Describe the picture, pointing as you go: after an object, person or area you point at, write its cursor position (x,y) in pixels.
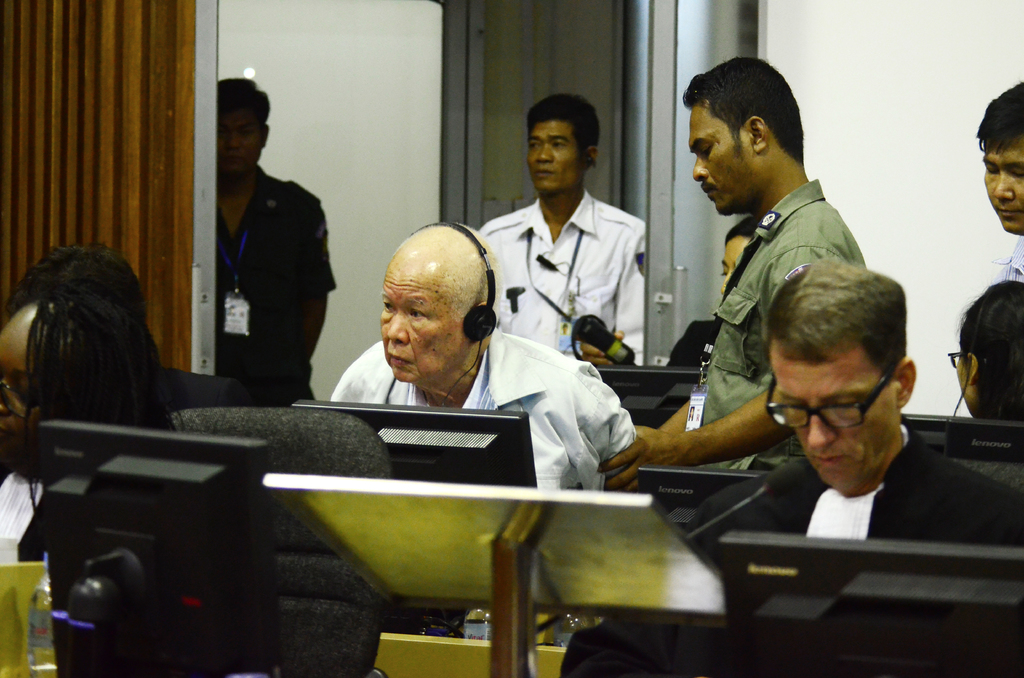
In this picture we can see a group of people (529,391), some people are wearing id cards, one person (515,394) is wearing a headphones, here we can see monitors (394,411), wall (1023,12) and some objects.
